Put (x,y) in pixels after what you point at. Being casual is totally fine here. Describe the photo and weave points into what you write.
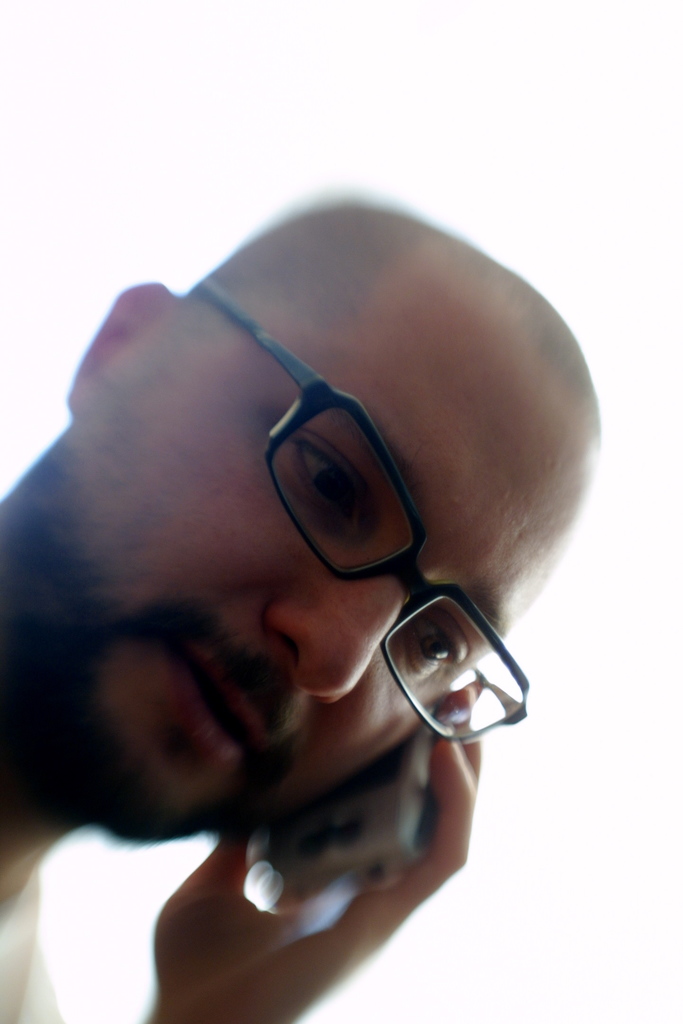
In this image in the center (234,555) there is a person (220,605) talking on mobile phone (348,786) and wearing specs (314,537).
